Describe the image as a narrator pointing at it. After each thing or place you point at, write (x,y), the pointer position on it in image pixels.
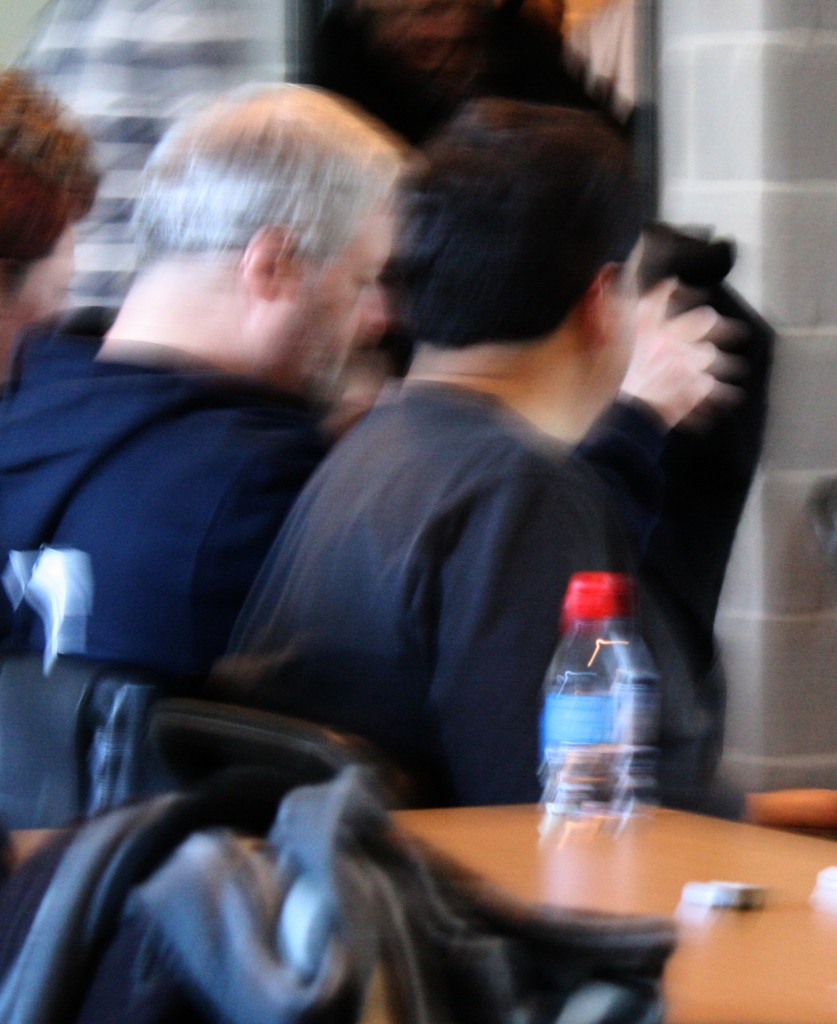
These persons (326,497) are sitting on the chairs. We can see cloth (254,945), bottle (584,603) and objects (714,900) on the table (657,808). On the background (730,81) we can see wall (698,70).
